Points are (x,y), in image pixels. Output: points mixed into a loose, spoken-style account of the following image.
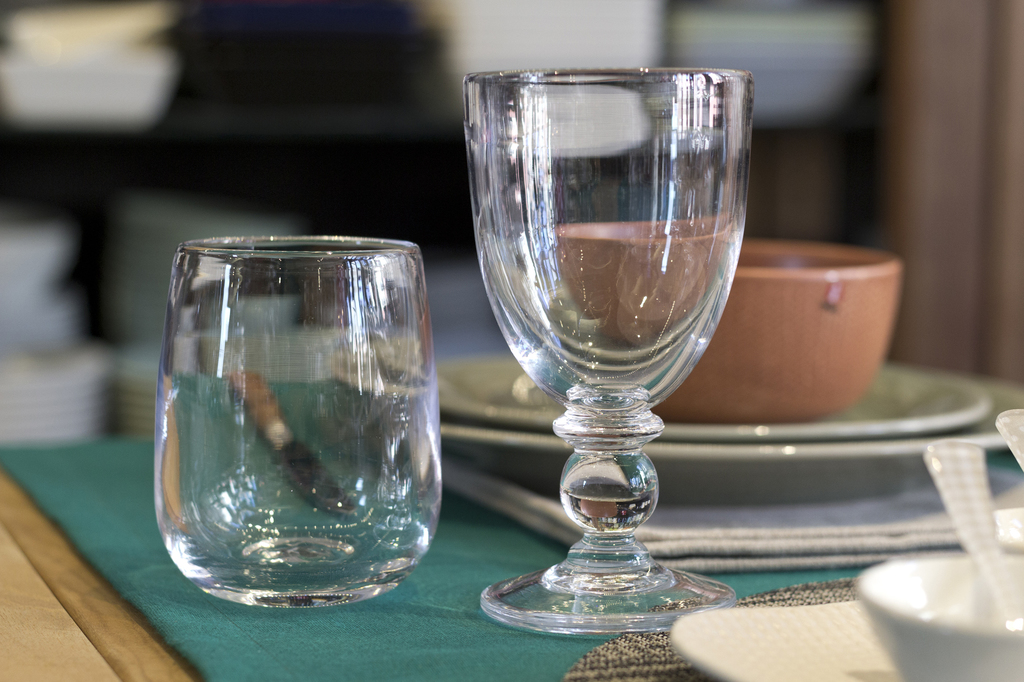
In this image there are two glasses (563,401), a bowl (728,363) on plates (717,448), a napkin (759,539), spoons (966,524) in a bowl (947,581), bowl (956,570) on a plate (708,639) on top of a table (119,599).
